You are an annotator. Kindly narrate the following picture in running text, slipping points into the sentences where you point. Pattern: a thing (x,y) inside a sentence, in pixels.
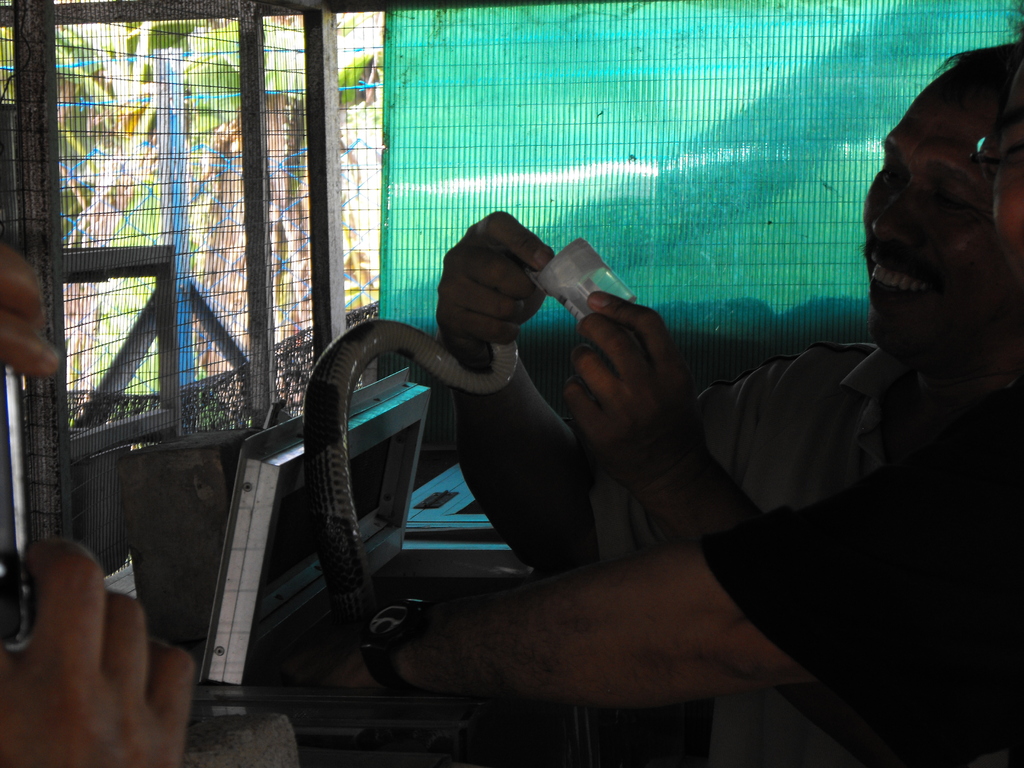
The man (663,430) on the right corner of the picture (775,453) wearing a grey t-shirt (707,408) is holding something in his hand (640,377) and he is smiling. In front of him, we see a metal frame (360,442). Behind that, we see a fence (186,223). In the background (513,167), there are trees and a green color sheet (588,218). This picture might be clicked in the dark.
